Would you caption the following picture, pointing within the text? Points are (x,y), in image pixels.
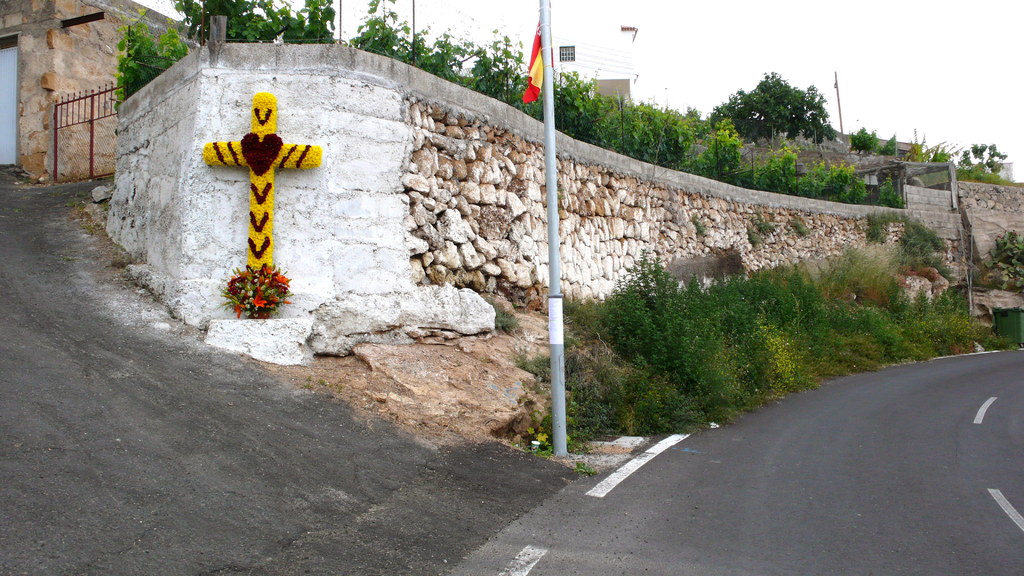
There is a road (949,444) at the right (980,385). There are plants (645,385), pole (559,365), flag (537,45), Christianity sign (250,156) and flowers (259,301). There is a stone wall (248,94), trees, wires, gate (92,139) at the left (72,129) and buildings (74,42) at the back (63,51).
